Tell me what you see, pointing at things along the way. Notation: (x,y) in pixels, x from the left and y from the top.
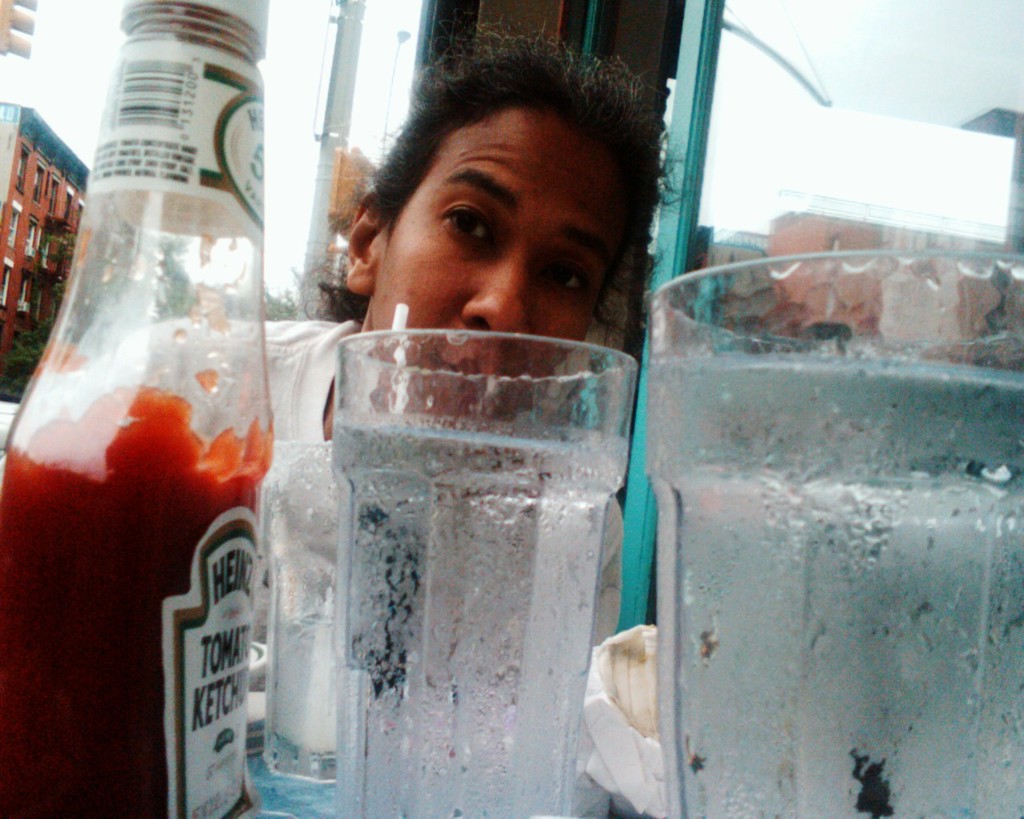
This is a tomato ketchup bottle (166,477) which is half filled. And these are tumblers (604,528) with some liquid food (547,650). This is a woman (454,291) wearing white T-Shirt (301,324). At background (74,227) I can see a building (45,200) which is red in color, tree (18,361), The pole (349,86) and at the top left corner of the image (12,7) I can see a traffic signal (24,44).
